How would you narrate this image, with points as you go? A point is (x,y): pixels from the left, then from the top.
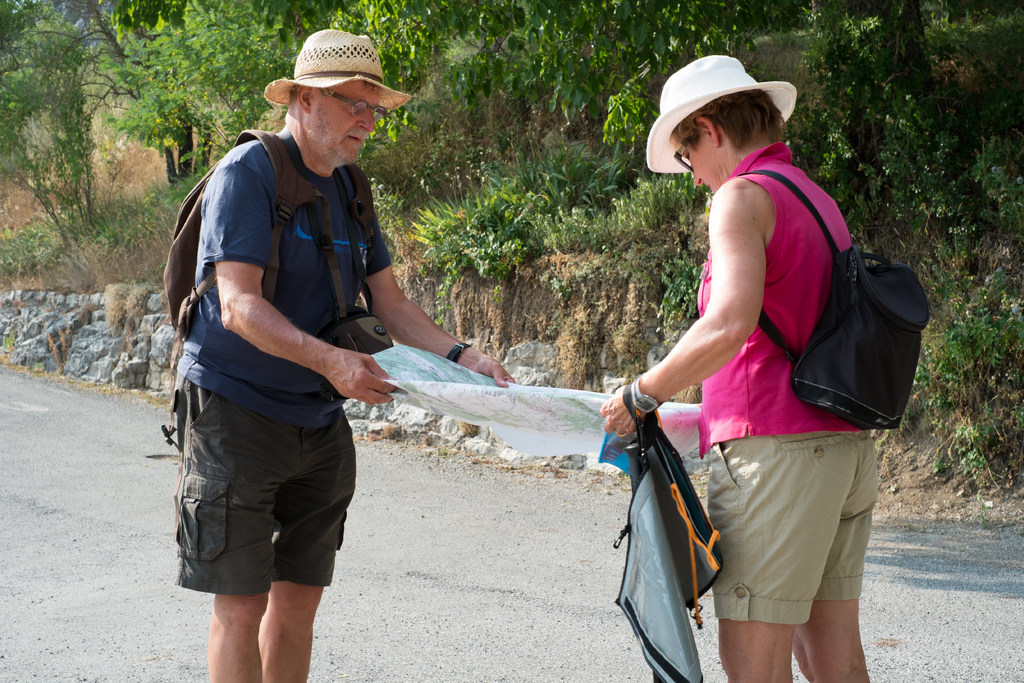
In the given image i can see two people (825,484) holding an object's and behind them i can see plants (568,143), trees (81,62), grass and stones (91,352).
